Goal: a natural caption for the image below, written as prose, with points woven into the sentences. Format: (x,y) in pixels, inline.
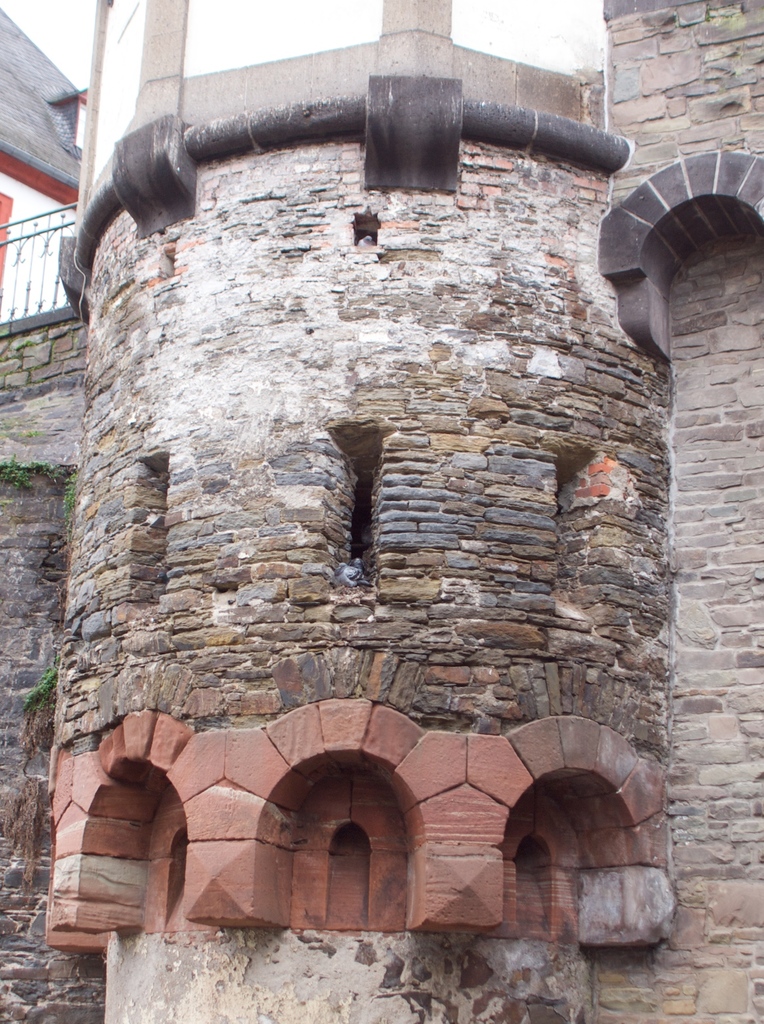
In this image in the center (482,479) there is one fort (266,708), and on the left side (60,254) there is a fence (18,222).
